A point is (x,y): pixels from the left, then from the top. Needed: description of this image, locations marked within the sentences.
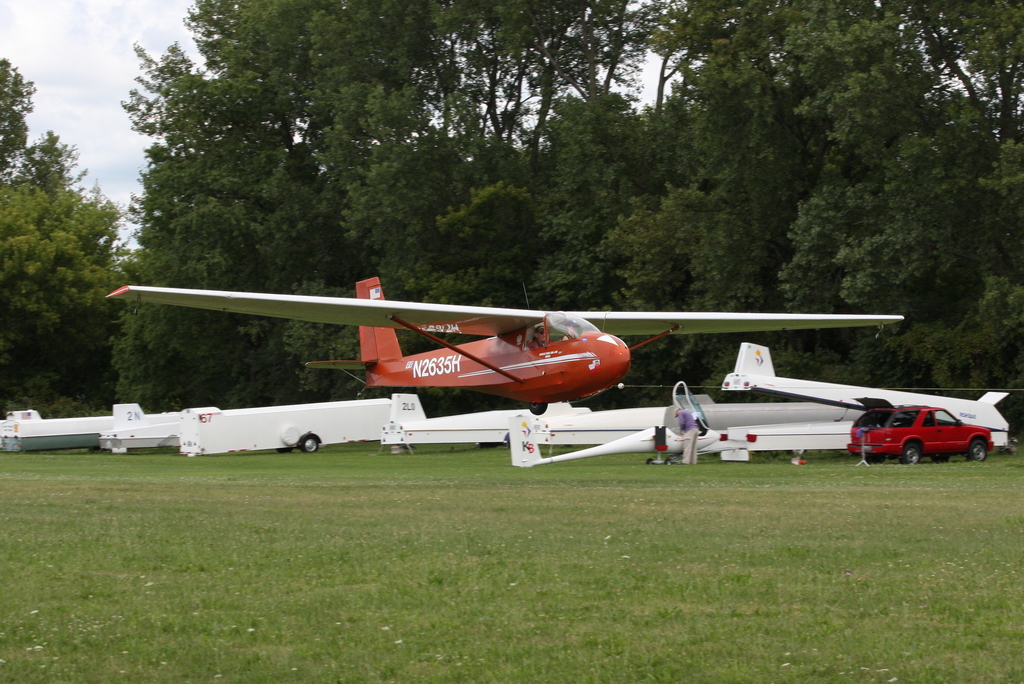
In the image we can see there is an aeroplane (459,345) flying in the sky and there are other aeroplanes (638,439) parked on the ground (496,446). There is a person (688,443) standing near the aeroplane (668,427) and there is a car (963,439) parked on the grass (846,502). Behind there are trees (224,81).
